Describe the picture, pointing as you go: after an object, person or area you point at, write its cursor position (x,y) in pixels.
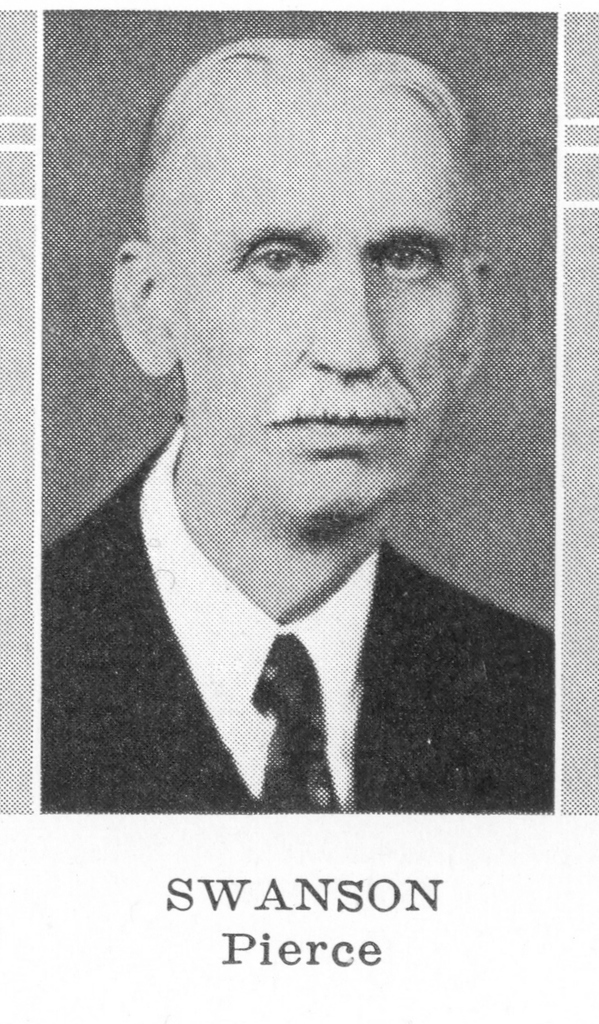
This is a photo and here we can see a black and white image of a person (311,548) and at the bottom (373,903), there is some text (323,907).
